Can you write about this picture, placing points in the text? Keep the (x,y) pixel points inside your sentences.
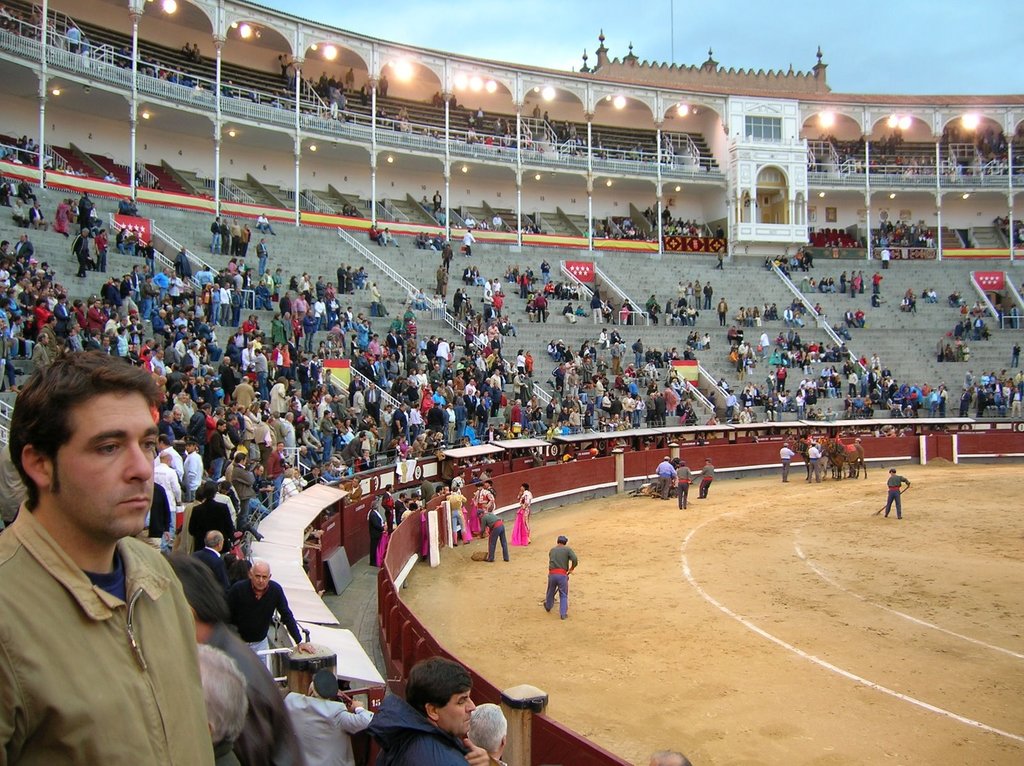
In this picture we can see a stadium (705,271). In the stadium (693,276), some people (390,374) are sitting and some people (149,415) are standing. Behind the people (258,485) there are pillars (136,12) and lights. Behind the stadium (611,159) there is the sky (803,36).
